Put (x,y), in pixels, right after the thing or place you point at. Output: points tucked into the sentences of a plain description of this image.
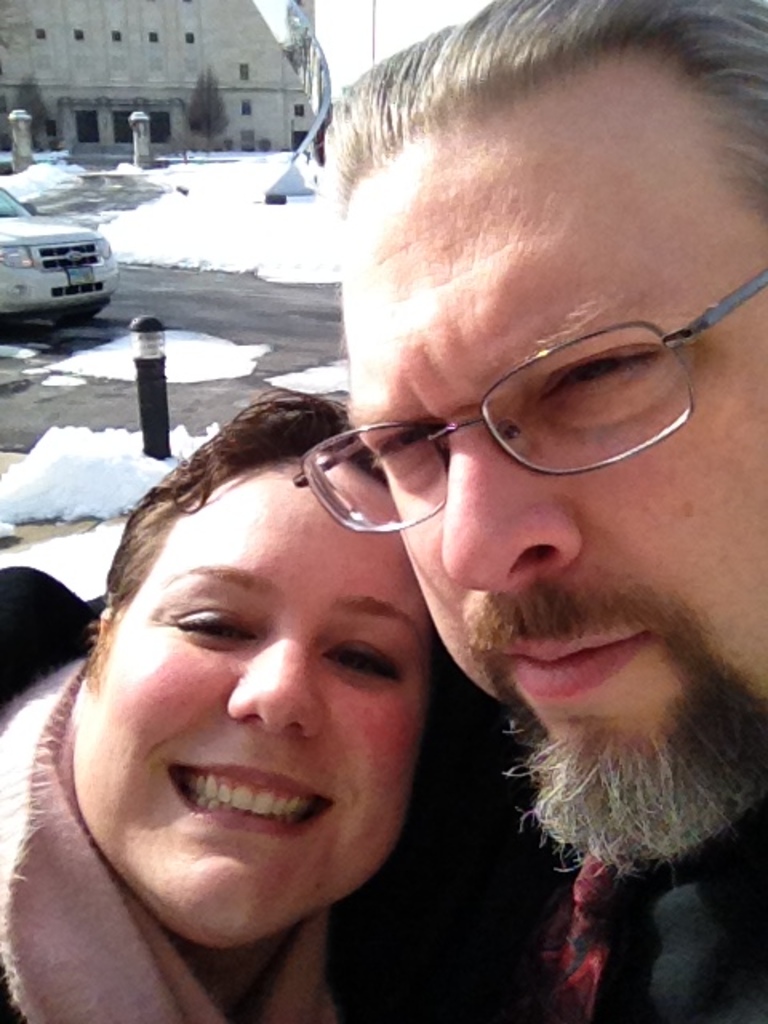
In this image we can see two persons (598,767) standing. One person (649,891) is wearing spectacles (649,353) and a tie (598,881). In the background (357,14) we can see a vehicle (6,242) parked on the ground (239,309), building (253,80) and group of poles (373,21) and the sky (339,29).
